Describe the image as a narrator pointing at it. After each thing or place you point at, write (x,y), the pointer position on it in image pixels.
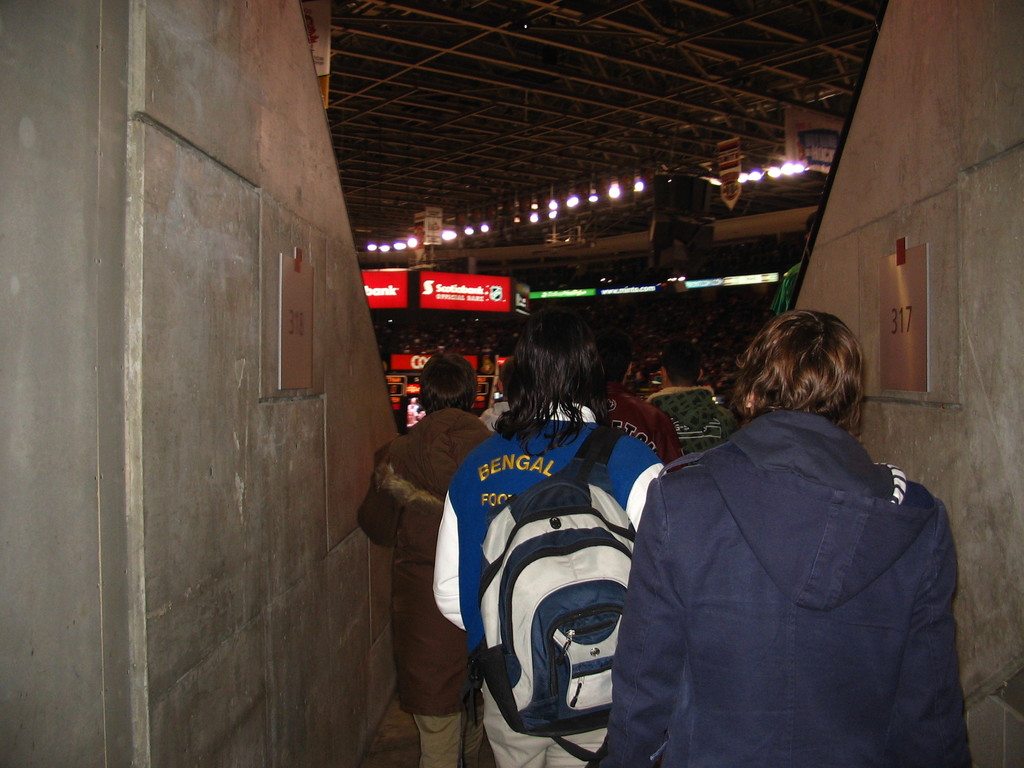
In this picture we can see a group of boys (559,455) moving in the stadium (644,312). In the front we can see red banner boards (443,286). In the front (9,510) bottom side we can see two concrete walls (246,566).
